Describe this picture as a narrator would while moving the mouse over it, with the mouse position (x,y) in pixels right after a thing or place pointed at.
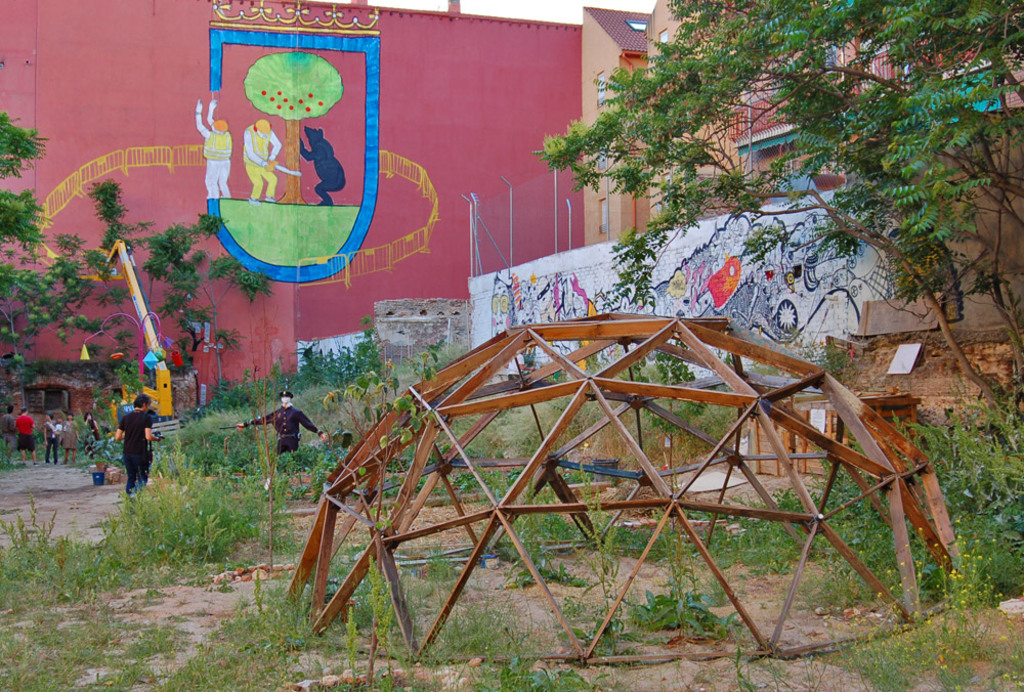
In this image I can see the houses (561,240). I can see the paintings (206,126) on the wall (65,220) of the building (312,94). I can see a few people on the left side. I can see a statue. There is a wooden structure (833,413) on the right side (724,379). I can see the trees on the left side (13,218) and the right side (838,101) as well.
